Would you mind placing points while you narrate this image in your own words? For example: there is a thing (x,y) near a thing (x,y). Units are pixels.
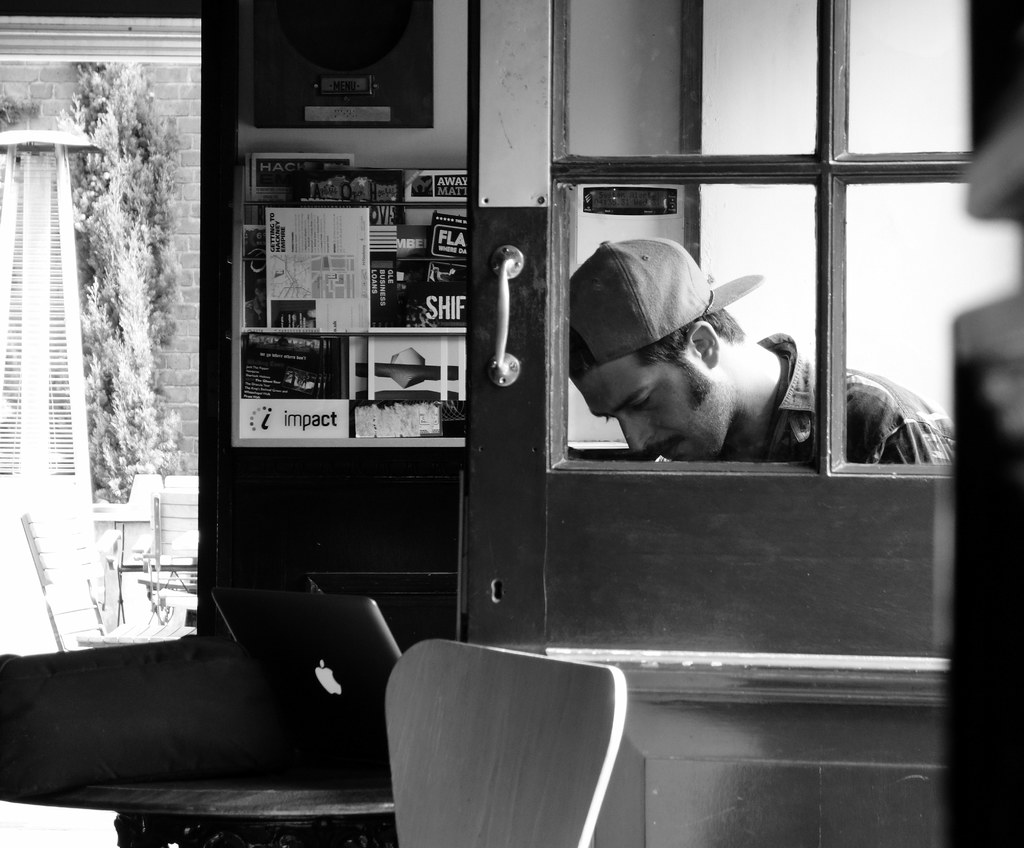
In this image I can see the person (789,419) with dress (782,400) and cap (622,282). To the side of the person (650,279) I can see the door (716,553). In the front (354,603) I can see the laptop (270,635) on the table (264,801). To the side I can see the chair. In the background (183,601) I can see the window (133,533) and there is a white color object (61,402), tree (124,303) and the wall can be seen through the window (53,106).
